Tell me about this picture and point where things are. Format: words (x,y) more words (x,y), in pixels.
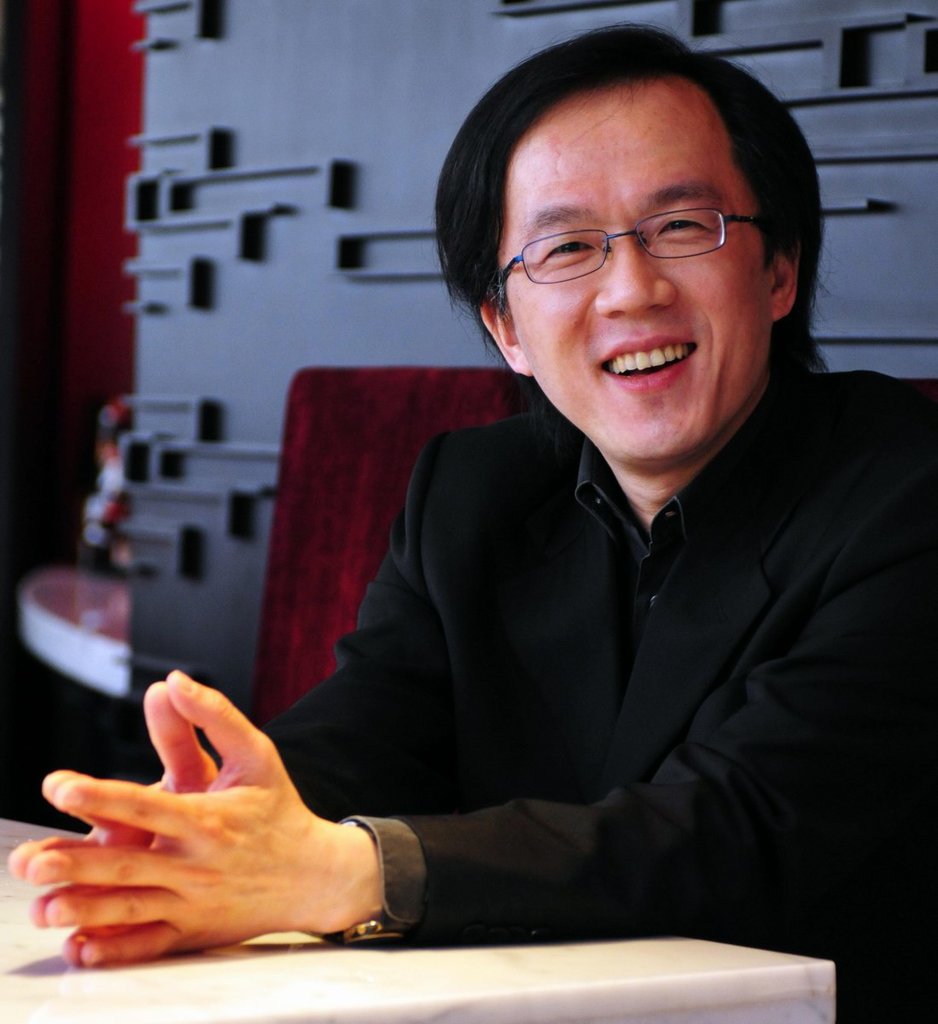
In this image, we can see a person (624,354) wearing spectacles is sitting and is resting his hands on a white colored surface (622,981). In the background (220,279), we can see the decorated wall (244,393) and some objects (310,380). We can also see some wood (9,330).
